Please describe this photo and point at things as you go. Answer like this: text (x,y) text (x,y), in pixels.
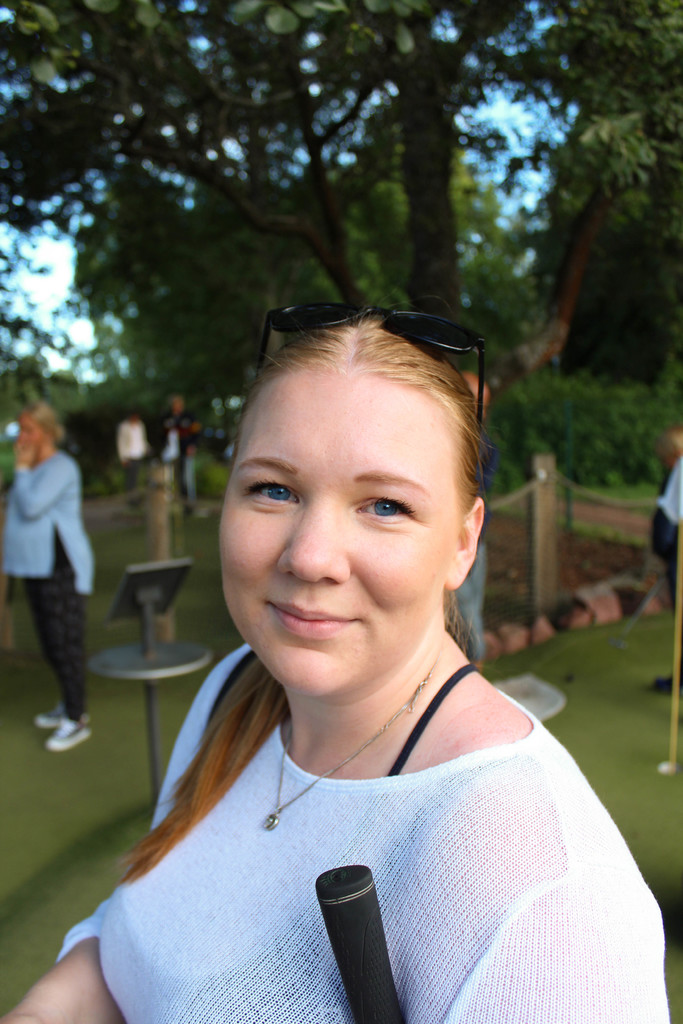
In this image there is a woman (299,582) with a smile (353,616) on her face (308,560), behind the woman (302,516) there is another woman (65,516), in the background of the image (64,414) there are trees (618,375).
